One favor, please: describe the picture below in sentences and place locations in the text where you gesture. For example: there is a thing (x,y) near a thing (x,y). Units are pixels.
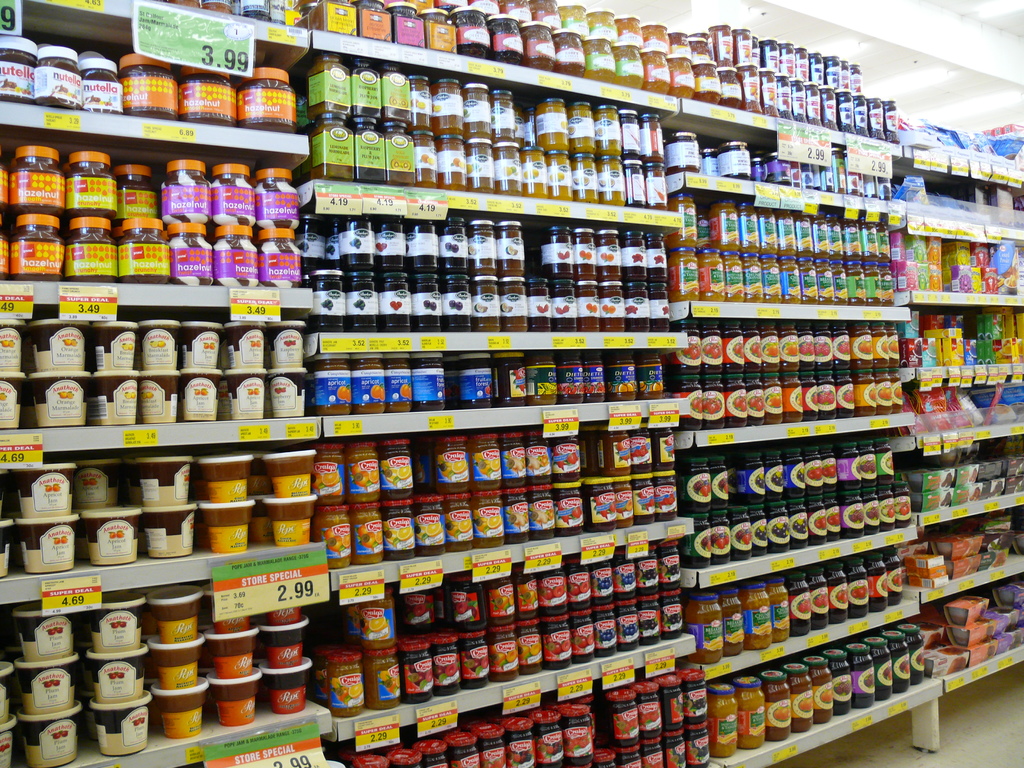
In this image I can see many containers (762,533) and boxes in the rack (724,316). I can also see few boards (182,55). I can see the lights (900,81) at the top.
